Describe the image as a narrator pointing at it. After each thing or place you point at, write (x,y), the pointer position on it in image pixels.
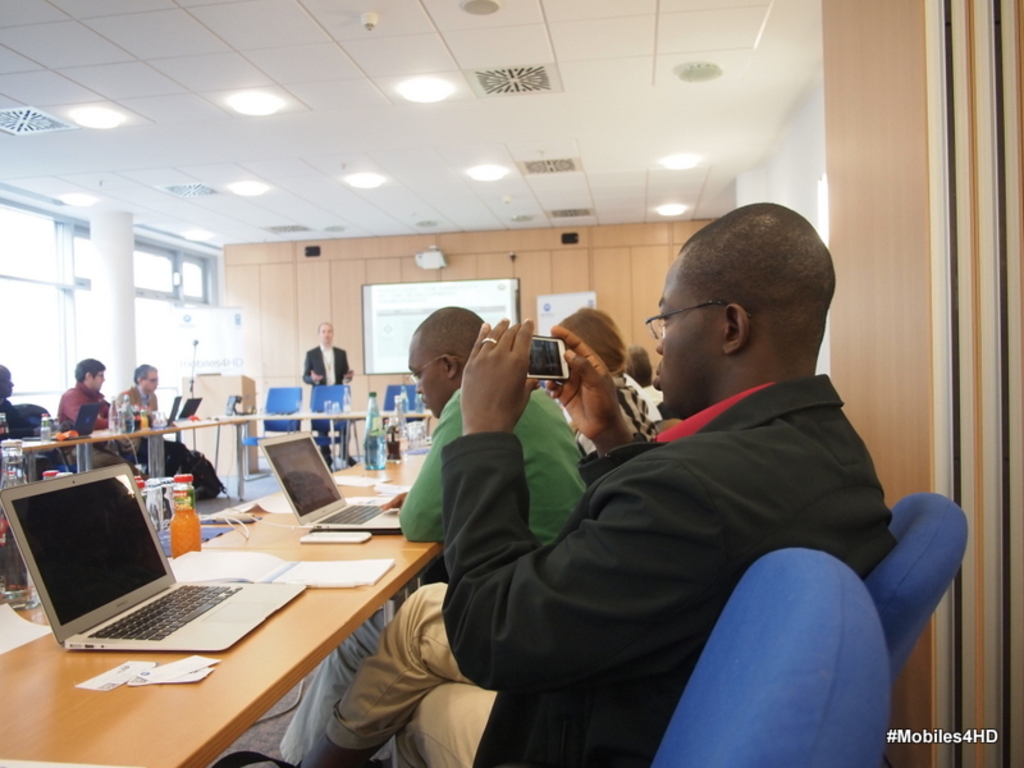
people (681,403) are seated on the chairs (328,398) around the table (221,692). on the table (222,674) there are laptops (184,587), bottle (182,528), papers (330,572). a person (669,527) at the right (702,437) is holding a phone (542,353) in his hand (510,360). at the back (327,350), center a person (321,361) is standing. behind him there is a projector screen (381,325) and a wall (271,278). on the top (262,101) there are lights (273,107). at the left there are windows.
